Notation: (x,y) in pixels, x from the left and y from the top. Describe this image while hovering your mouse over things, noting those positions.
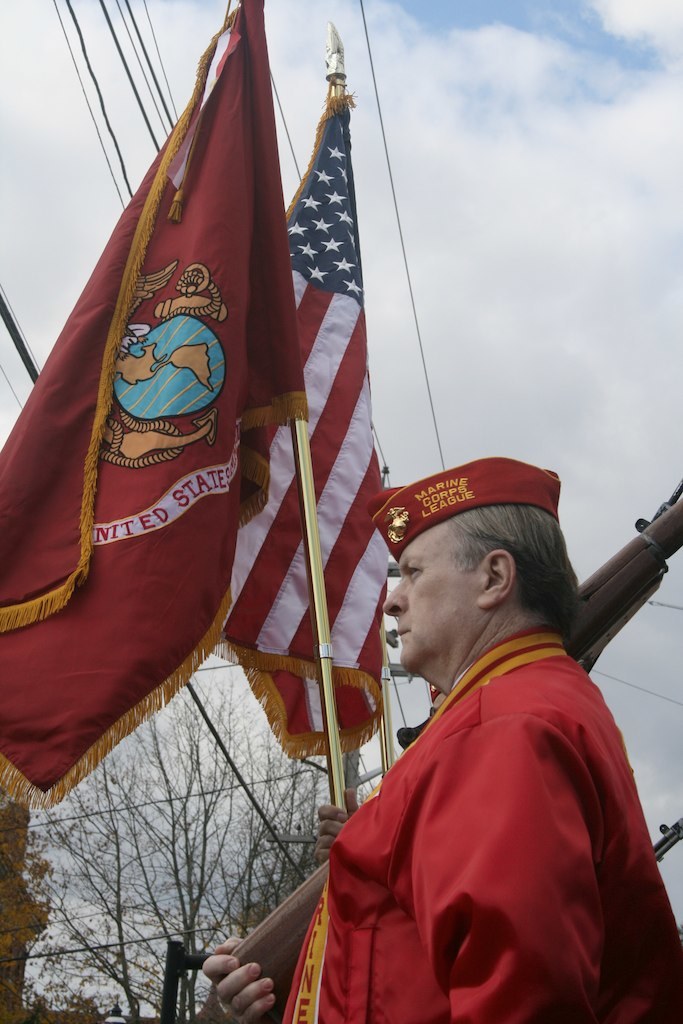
This picture is clicked outside. In the foreground (464,573) we can see a person (476,756) holding an object (297,932) and standing and we can see another person (330,817) holding a flag (184,432) and we can see the text (115,534) and the depictions (194,343) of some objects (172,373) on the flag (202,399). In the background (559,246) we can see the sky (573,237), dry stems (228,826), trees (9,826), flag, cables (75,60) and some objects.
